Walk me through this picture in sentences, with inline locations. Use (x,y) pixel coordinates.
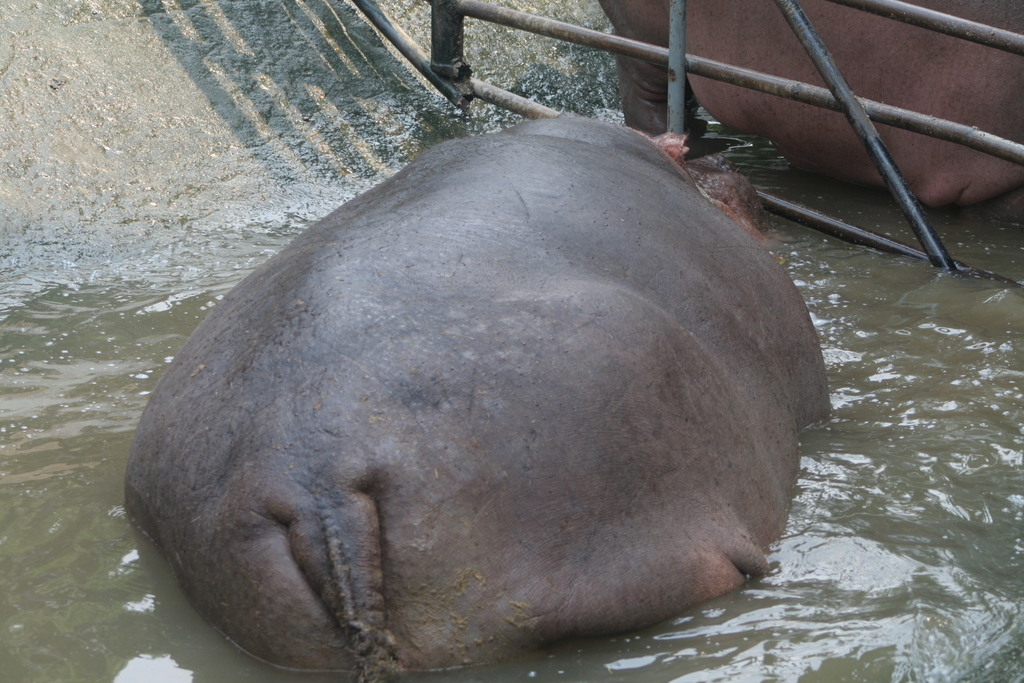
In this picture I can see 2 animals (694,416), which are of black and brown color and I see that they're in water (2,678) and on the top of this picture (446,45) I can see the rods (446,26). On the left side of this picture (262,140) I can see the stone surface (207,51).
